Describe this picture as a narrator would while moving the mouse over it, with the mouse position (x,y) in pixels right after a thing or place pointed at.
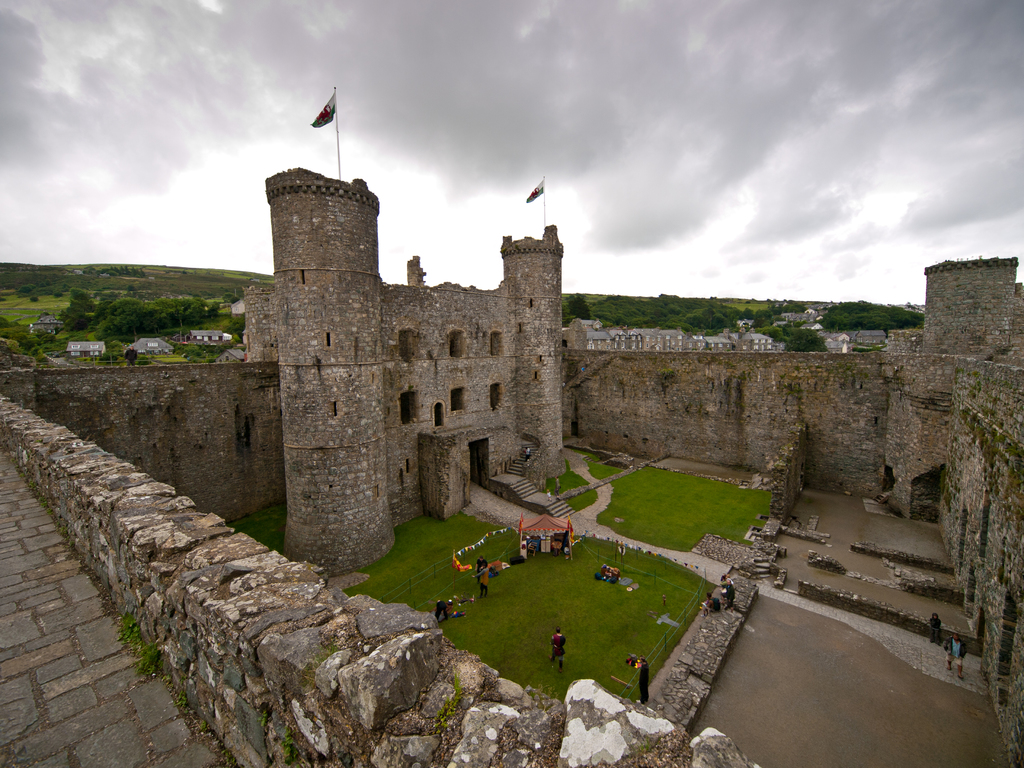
In this image there is a fort (467,485), group of people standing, a stall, flags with the poles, and in the background (805,325) there are buildings (73,345), trees (60,342), hills (186,274), sky (934,49).
